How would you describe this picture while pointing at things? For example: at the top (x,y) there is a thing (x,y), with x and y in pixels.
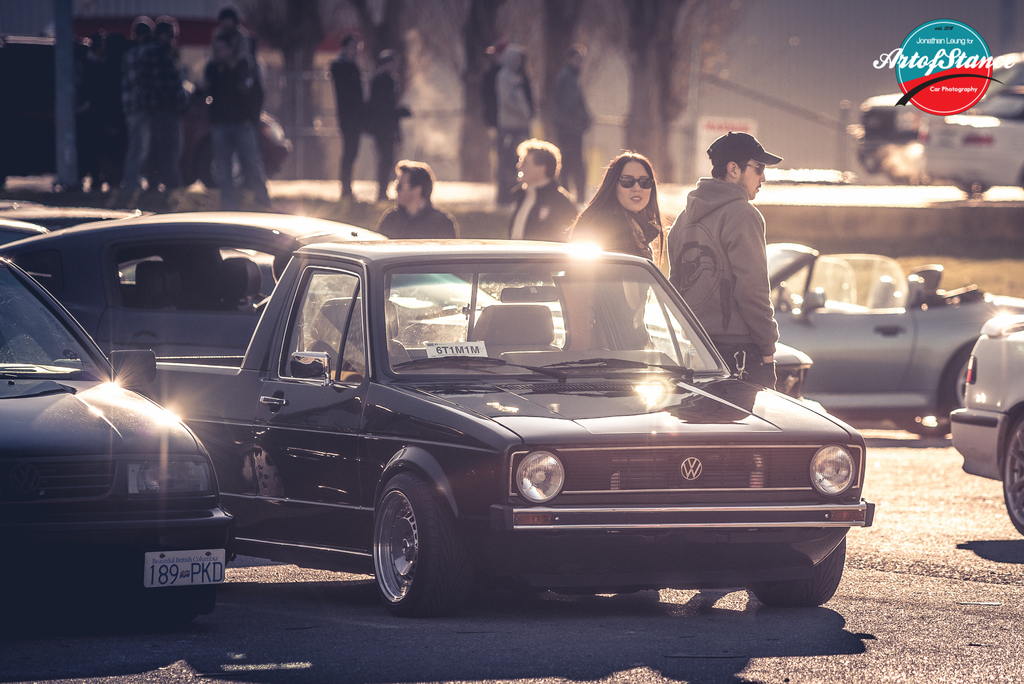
In this picture I can see vehicles (514,415) on the road (894,190), there are group of people (761,229) standing, and there is a watermark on the image.
